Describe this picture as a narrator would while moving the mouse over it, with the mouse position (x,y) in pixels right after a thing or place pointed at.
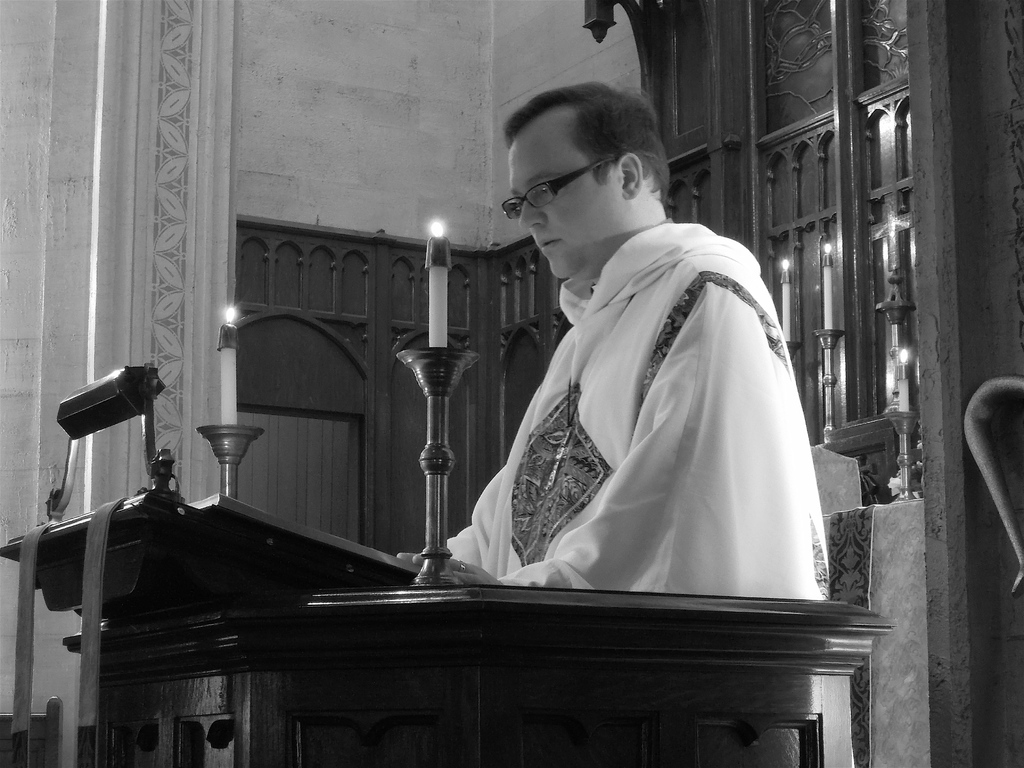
In this image there is a person (572,174) standing near the podium (260,732), and there are two candles (442,314) on the candle stands (236,469) on the podium (551,643), and at the background (982,96) there are candles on the candle stands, wall (34,181).
